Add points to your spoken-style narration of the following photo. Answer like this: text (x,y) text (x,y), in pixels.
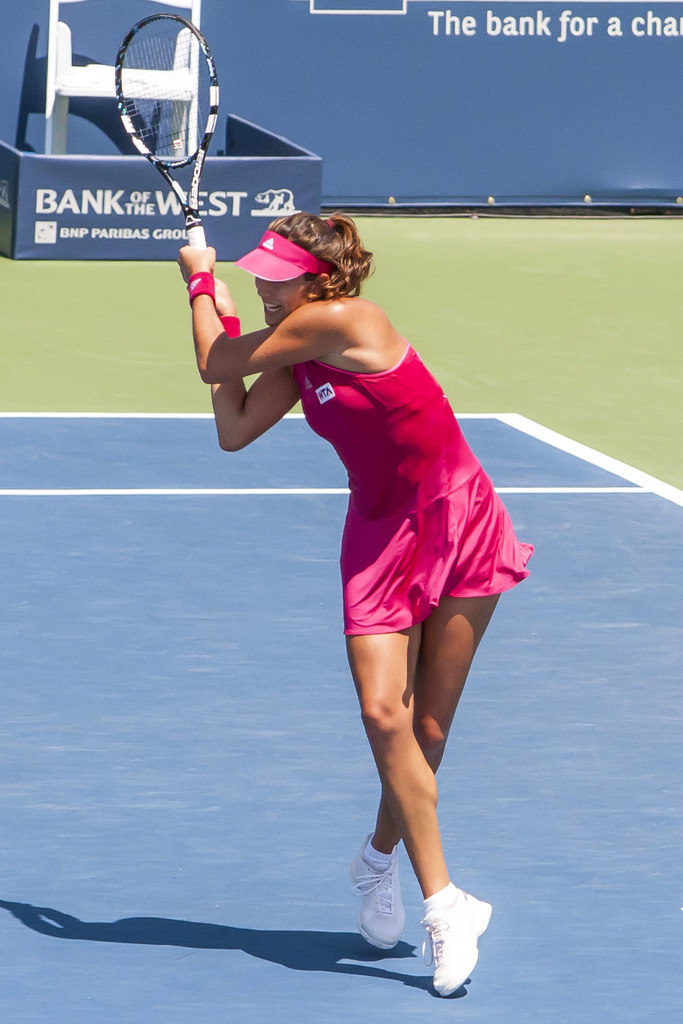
In the image we can see there is a woman (384,679) who is holding racket (177,135) in her hand (199,258).
